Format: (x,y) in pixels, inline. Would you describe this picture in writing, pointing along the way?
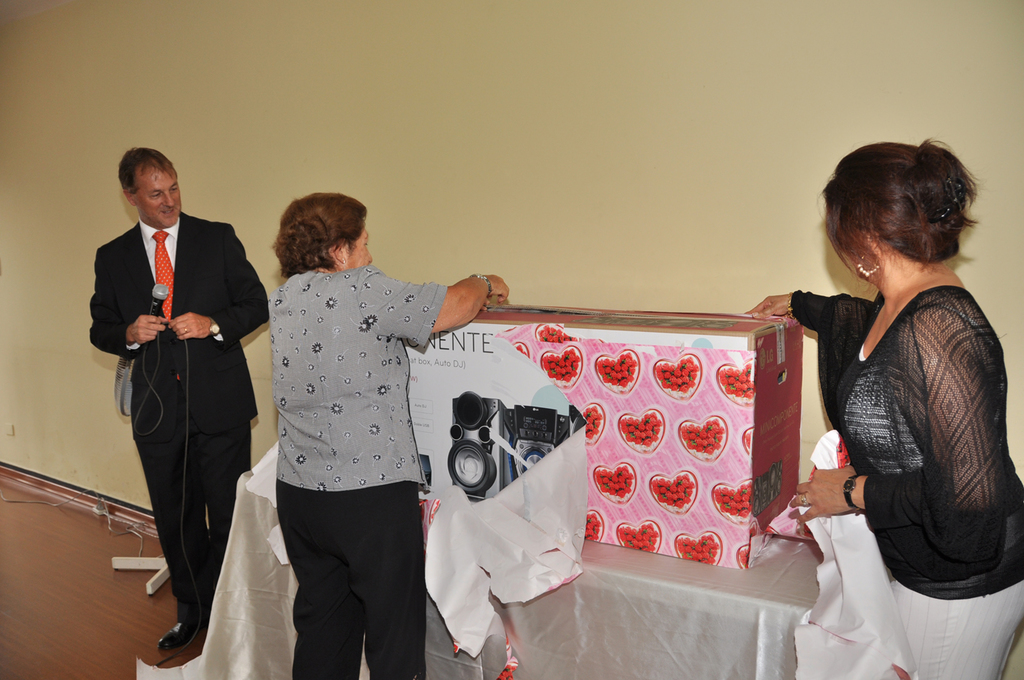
These three persons (915,321) are standing and these two persons (329,233) holding box (445,361), This person (155,356) holding microphone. On the background (434,96) we can see wall (511,115).
